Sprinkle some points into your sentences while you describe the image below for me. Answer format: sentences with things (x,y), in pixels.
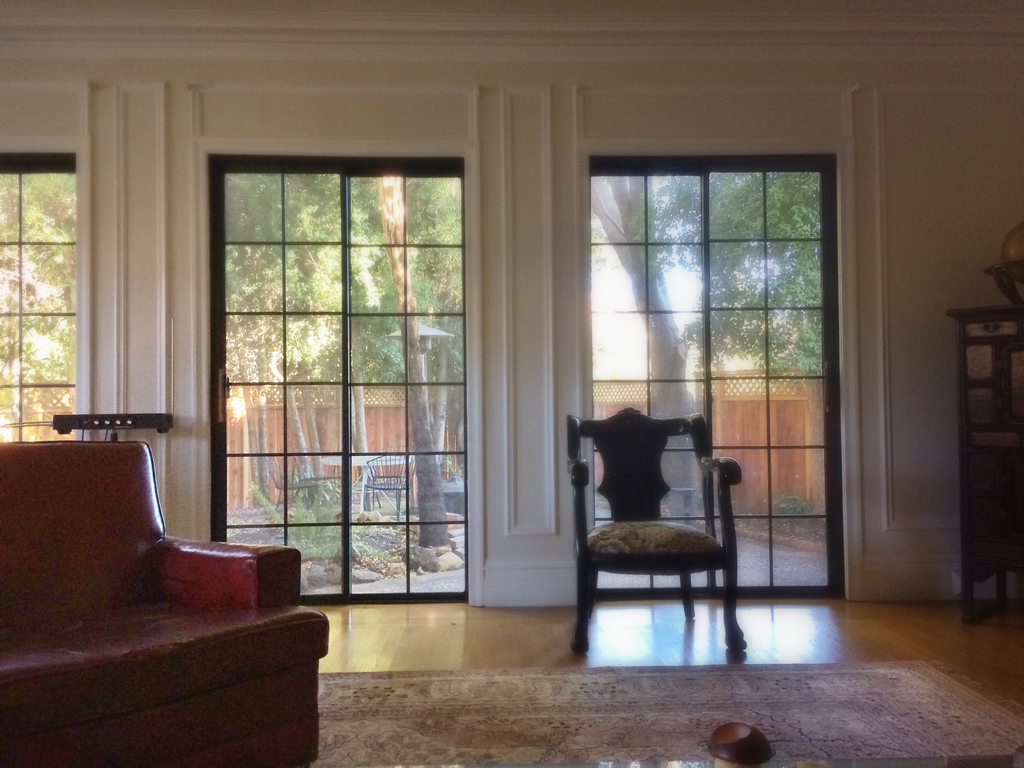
In this image i can see a couch (168,602), background (750,517) i can see a chair (647,555), window (441,360), plant (663,367) and sky (630,355).
